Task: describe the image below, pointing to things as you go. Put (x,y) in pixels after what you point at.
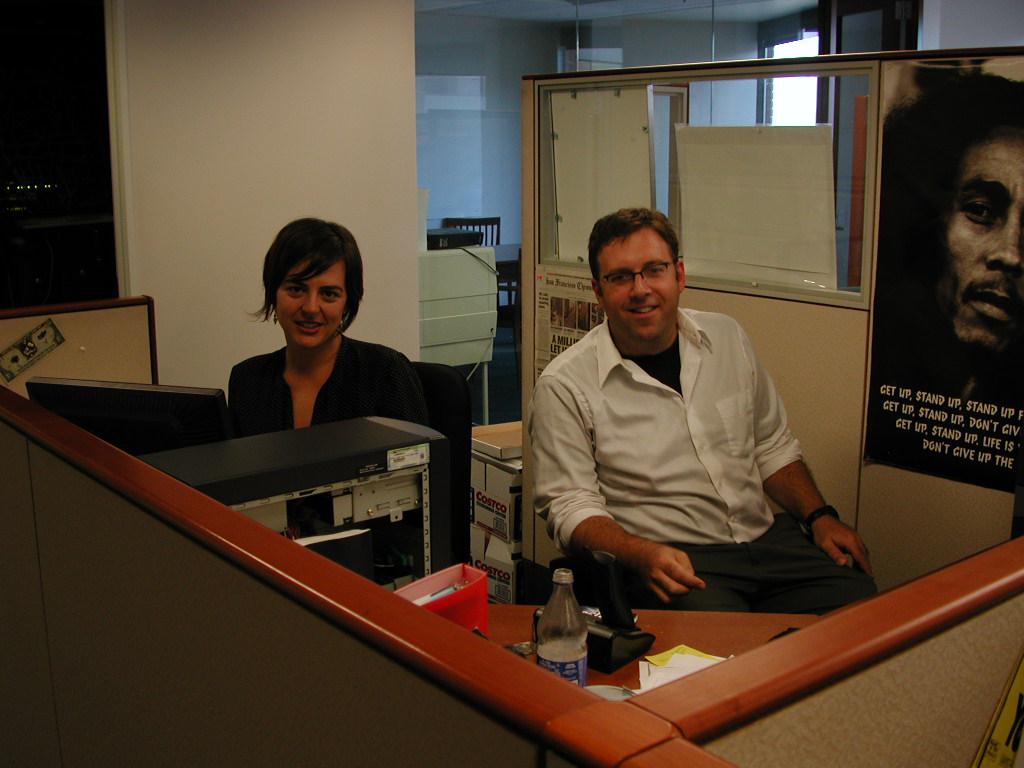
In the image we can see there are two person (648,408). Right side (693,399) is a man (700,412) and left side (317,313) is a women (295,334). This is a system (254,469). There is a water bottle (566,635) on desk (520,617).
